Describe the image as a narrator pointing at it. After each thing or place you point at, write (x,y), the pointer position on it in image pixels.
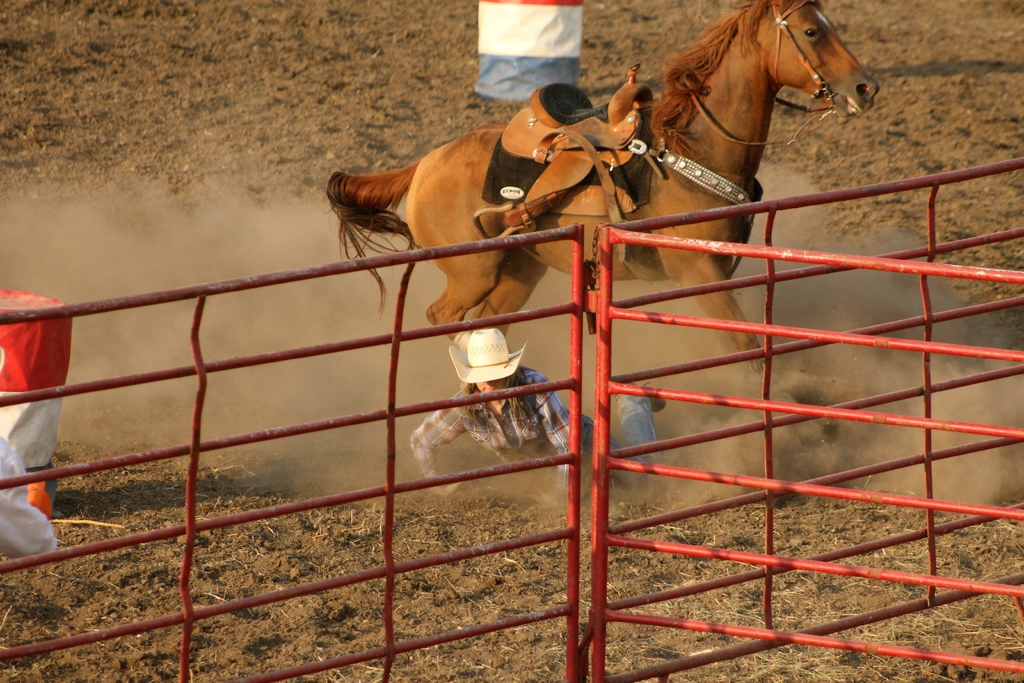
There is a horse (528,150) running with a saddle (566,142). Near to the horse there is a person (505,415) wearing a hat (507,357). Also there are railings (456,477). In the back (47,339) there are barrels (33,349).
